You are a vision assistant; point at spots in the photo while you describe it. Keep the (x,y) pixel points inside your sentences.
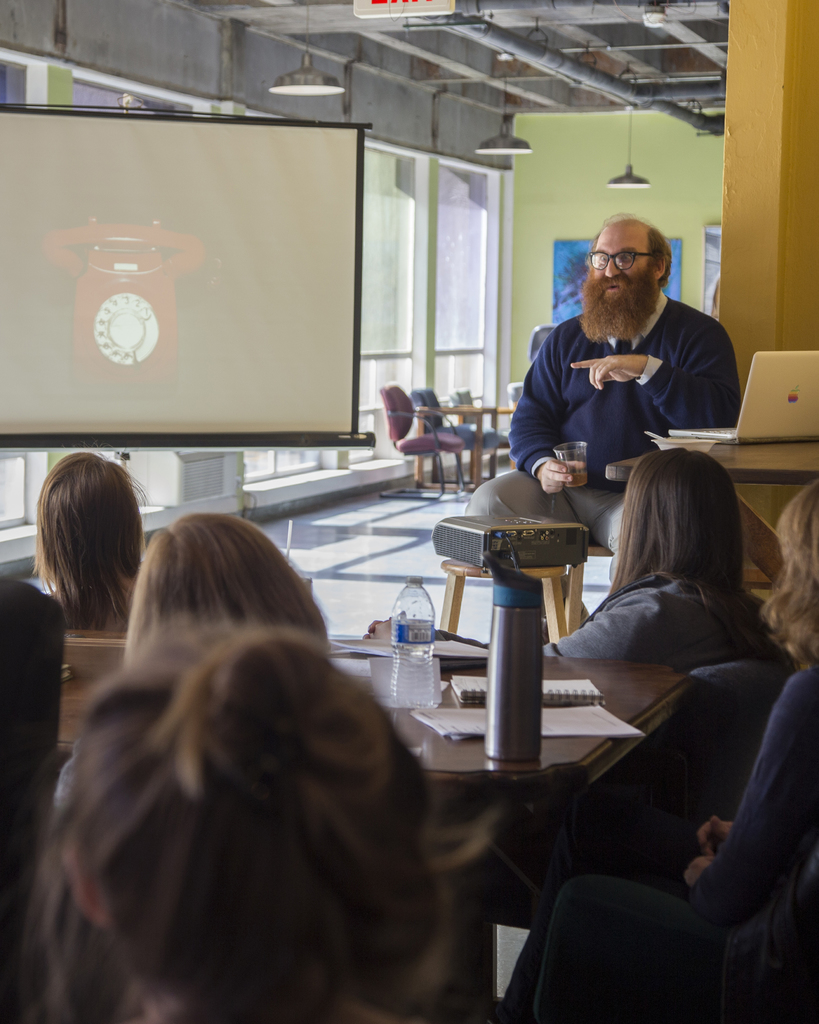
In this picture there is man (617,485) sitting and holding the glass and there are group of people (22,1006) sitting on the chairs (768,889). There is a laptop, projector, bottle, flask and there are papers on the table (581,674). At the back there is a screen (260,150) and there is a picture of a telephone (108,344) on the screen (75,372) and at the back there are chairs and there is a table (421,469). There are boards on the wall (700,191). At the top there are lights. At the bottom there is a floor (336,542).
